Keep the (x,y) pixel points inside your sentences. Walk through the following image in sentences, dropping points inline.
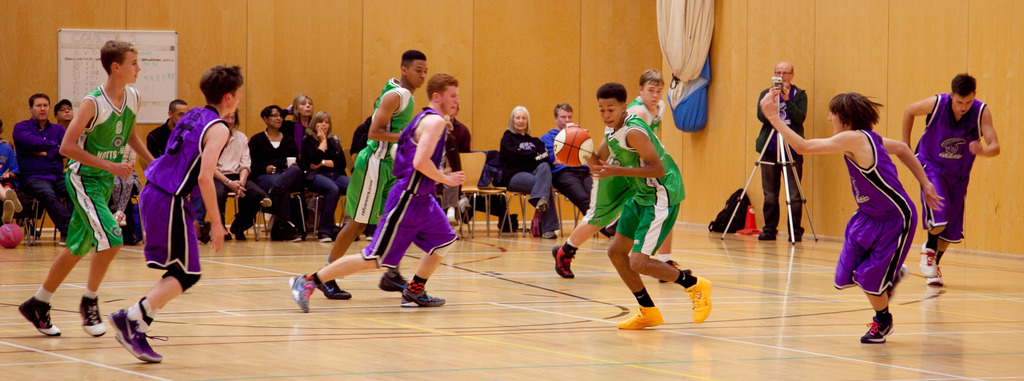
In this image I can see group of people (130,113) playing game, they are wearing purple and green color dress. In front I can see a ball (558,147) in brown and white color, background I can see a camera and group of people (537,148) sitting on the chairs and I can see a white color board (164,62) attached to the wall (376,43) and the wall (384,44) is in brown color.
